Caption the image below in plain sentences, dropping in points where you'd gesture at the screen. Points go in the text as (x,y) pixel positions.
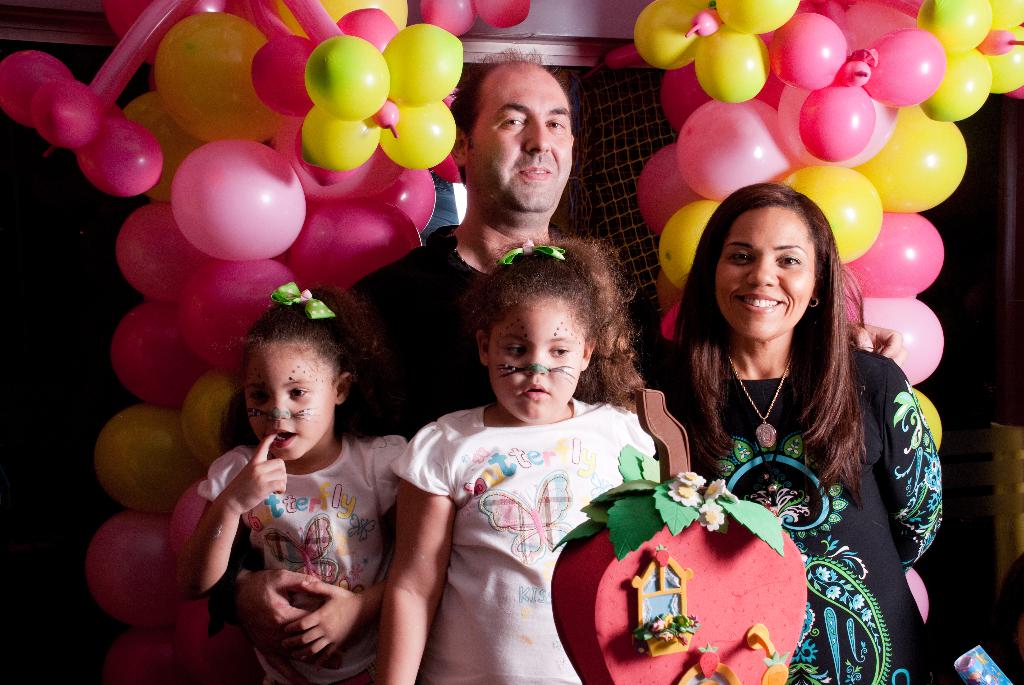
In the image we can see the man (491,218), woman (767,367) and two children (398,549), they are wearing clothes (500,559) and the man (540,203) and the women (808,331) are smiling. Here we can see the balloons (784,104) of different colors and an object (676,644) in heart shape, and the background (20,590) is dark.
